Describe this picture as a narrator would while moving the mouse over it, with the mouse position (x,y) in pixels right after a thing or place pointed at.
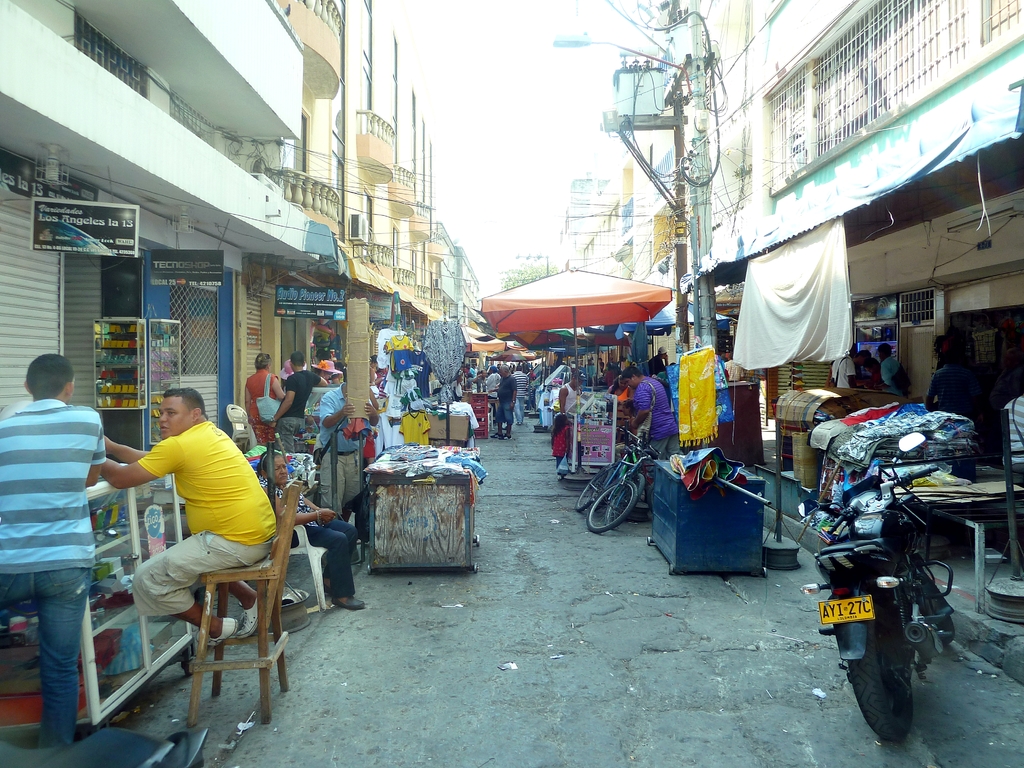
In this image I can see few people (180,415), some are sitting and some are standing, few vehicles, stores (20,342), buildings (240,77), tents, clothes (399,442) in multi color and I can also see the electric pole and few light poles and the sky (483,99) is in white color.
